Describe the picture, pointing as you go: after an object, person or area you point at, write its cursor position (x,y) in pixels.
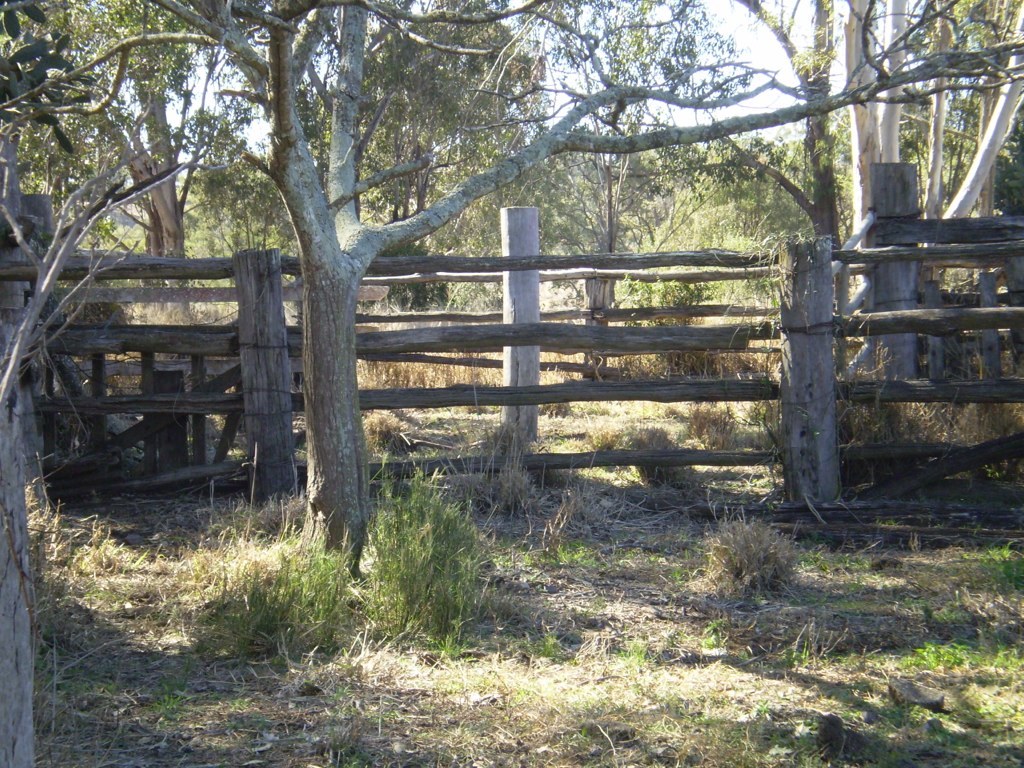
These are the trees (289,122) with branches (276,68) and leaves (103,140). This looks like a wooden fence (624,278). I can see the grass (696,577).
